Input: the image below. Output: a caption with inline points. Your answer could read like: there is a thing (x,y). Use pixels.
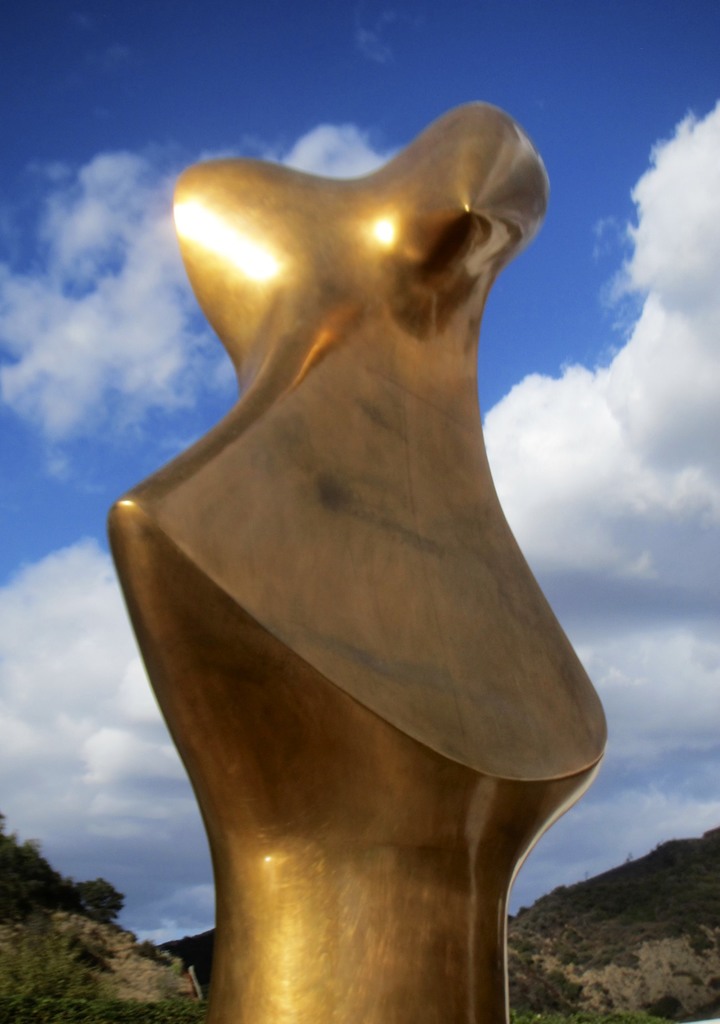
In the image we can see there is a golden sculpture (381,643). Behind there are hills (128,961) which are covered with plants (592,927) and trees (90,884).
